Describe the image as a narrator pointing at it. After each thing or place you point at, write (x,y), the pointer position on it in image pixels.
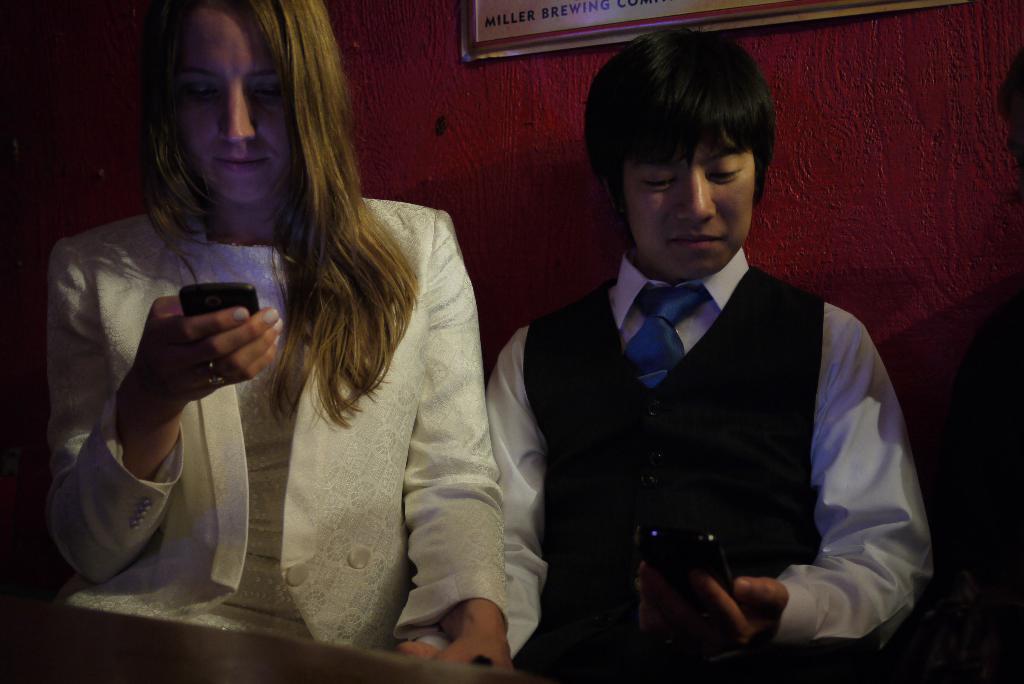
In the image there are two people (615,333), both of them are looking into their mobile phones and on the right side (937,578) there is some other person (977,339) his face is not visible and in the background (822,147) there is a wall (867,147) there is some frame (537,21) attached to the wall (422,63).
